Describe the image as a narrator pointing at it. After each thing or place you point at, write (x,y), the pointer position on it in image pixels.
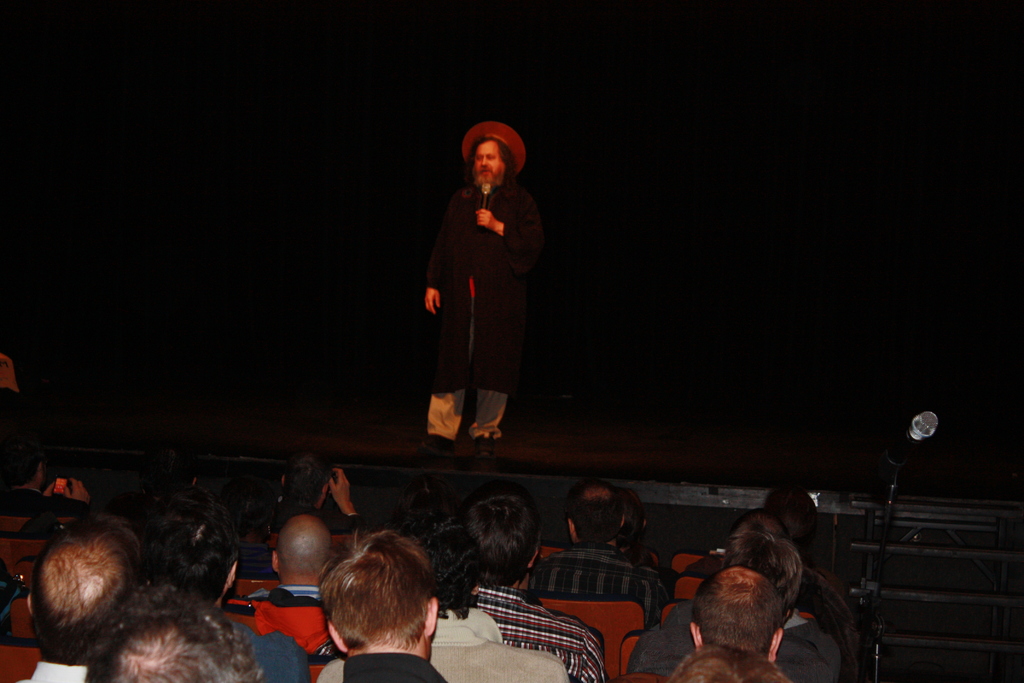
In this picture I can see a man (453,265) standing on the dais (784,425) and a man (467,241) speaking with the help of a microphone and he wore a hat (471,134) on his head (496,162) and I can see few people (349,578) seated on the chairs (7,538) and I can see stairs (929,589) and another microphone (929,423) to the stand (882,537) on the right side (915,412) and I can see black color background (941,439).
